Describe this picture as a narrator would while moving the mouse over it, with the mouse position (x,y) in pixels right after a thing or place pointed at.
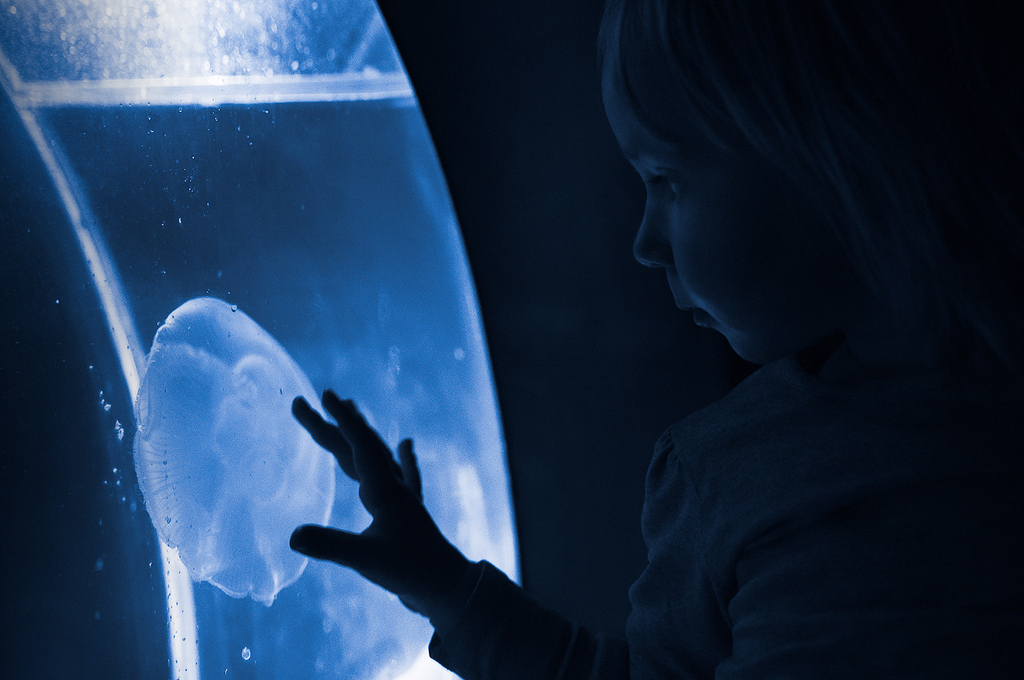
On the right (820,168) there is a kid (765,411). On the left (106,512) there is an aquatic animal (204,391) in an aquarium (143,348). The background (622,398) is dark.
